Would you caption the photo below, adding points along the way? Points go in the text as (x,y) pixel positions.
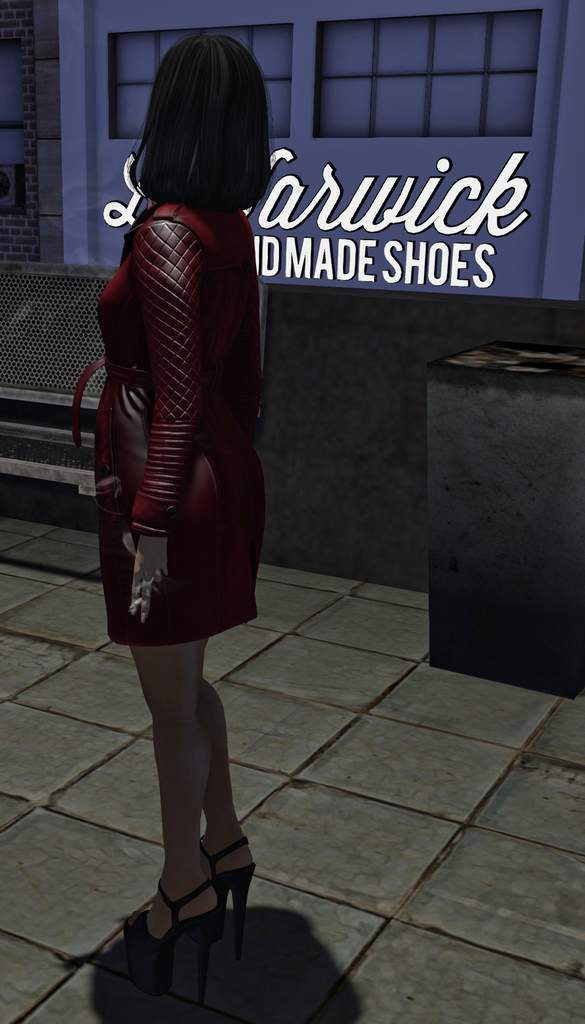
This is an animation, in this image in the foreground (123,543) there is one woman (221,219) and in the background (379,276) there is a building (308,39). On the building (1,65) there is text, wall (328,371), net (74,328) and some box (454,562). At the bottom (361,687) there is walkway (82,858).
